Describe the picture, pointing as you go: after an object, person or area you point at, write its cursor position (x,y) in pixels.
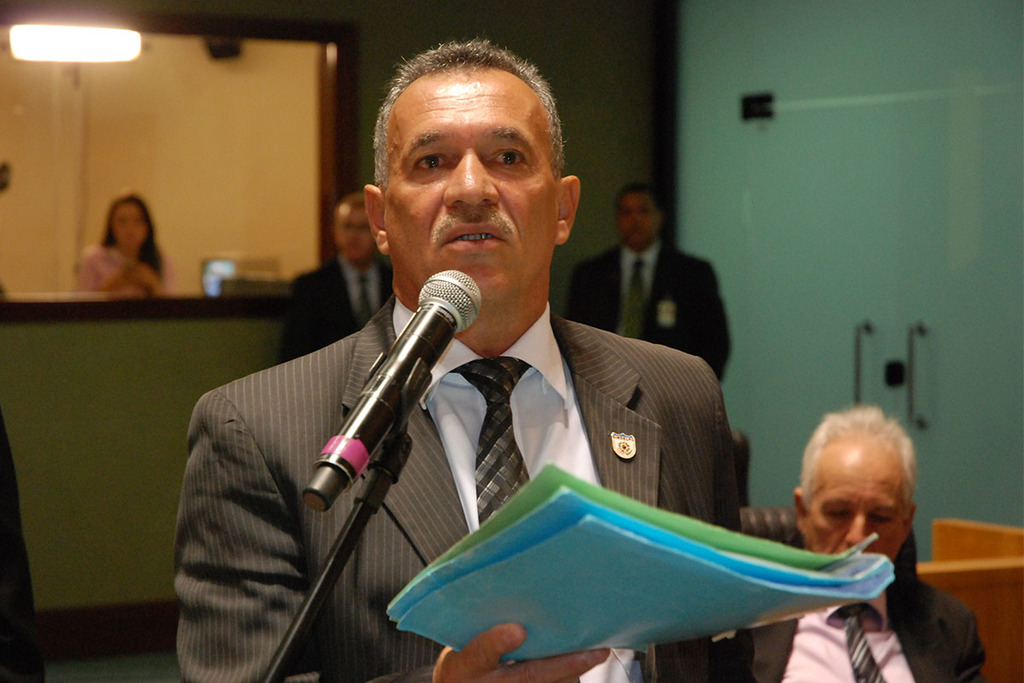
This picture seems to be clicked inside the room (510,525). In the foreground (535,381) we can see a man (377,347) wearing suit (689,463), holding some objects (553,561), standing and seems to be talking and we can see a microphone (381,397) attached to the metal stand (377,488) and we can see a person (873,603) sitting on the chair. In the background (988,545) we can see the door (962,441) and some other objects (991,545) and we can see the two persons (665,258) wearing suits (326,296) and standing and we can see the light (131,42), a person (147,275) and some other objects (278,266).
